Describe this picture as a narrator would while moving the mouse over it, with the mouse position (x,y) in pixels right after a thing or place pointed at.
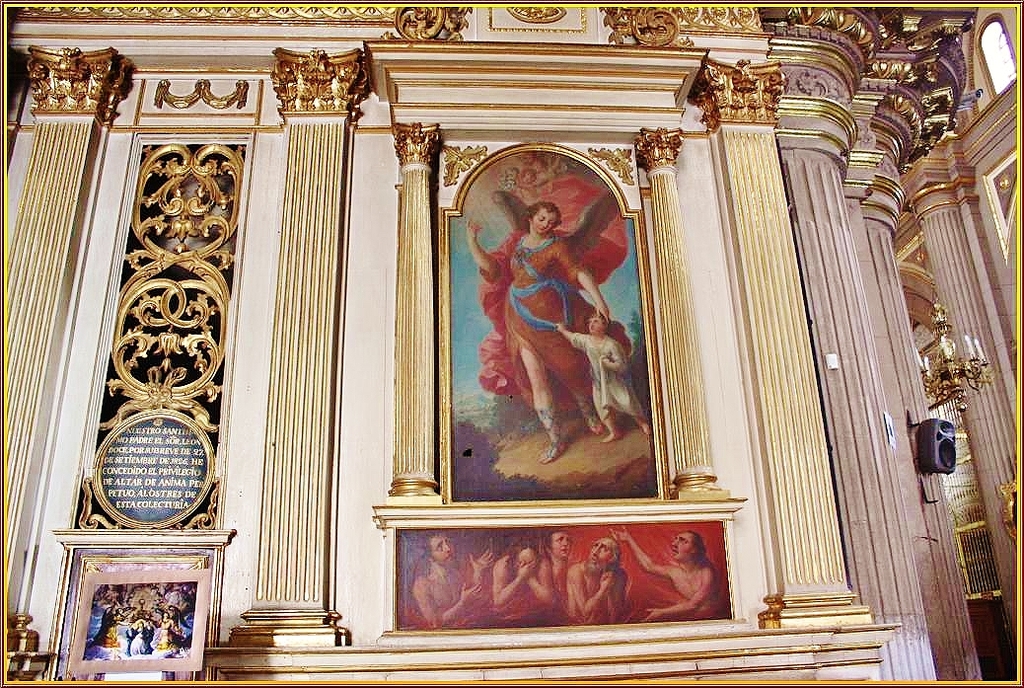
In this picture we can see photo frames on the wall (351,523), here we can see some designs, some text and some objects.
